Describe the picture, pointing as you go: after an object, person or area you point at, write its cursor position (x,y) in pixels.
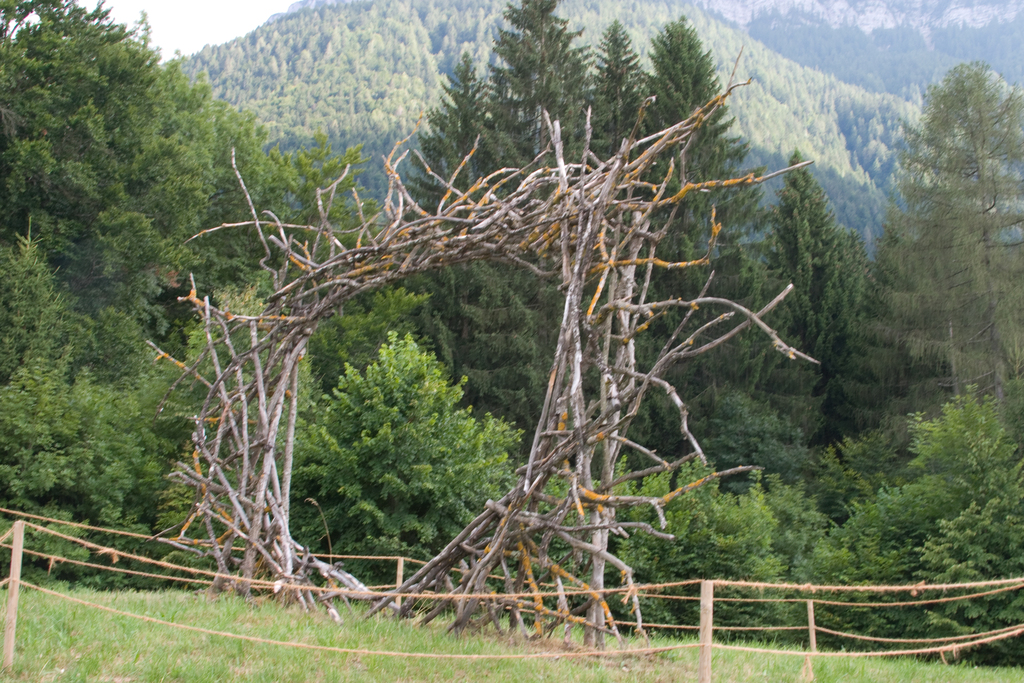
In the center of the image (647,380) we can see the grass (175,613), one arch (580,507) with branches (594,633) and fence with poles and ropes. In the background (419,140), we can see the sky (178,27) and trees (910,294).
